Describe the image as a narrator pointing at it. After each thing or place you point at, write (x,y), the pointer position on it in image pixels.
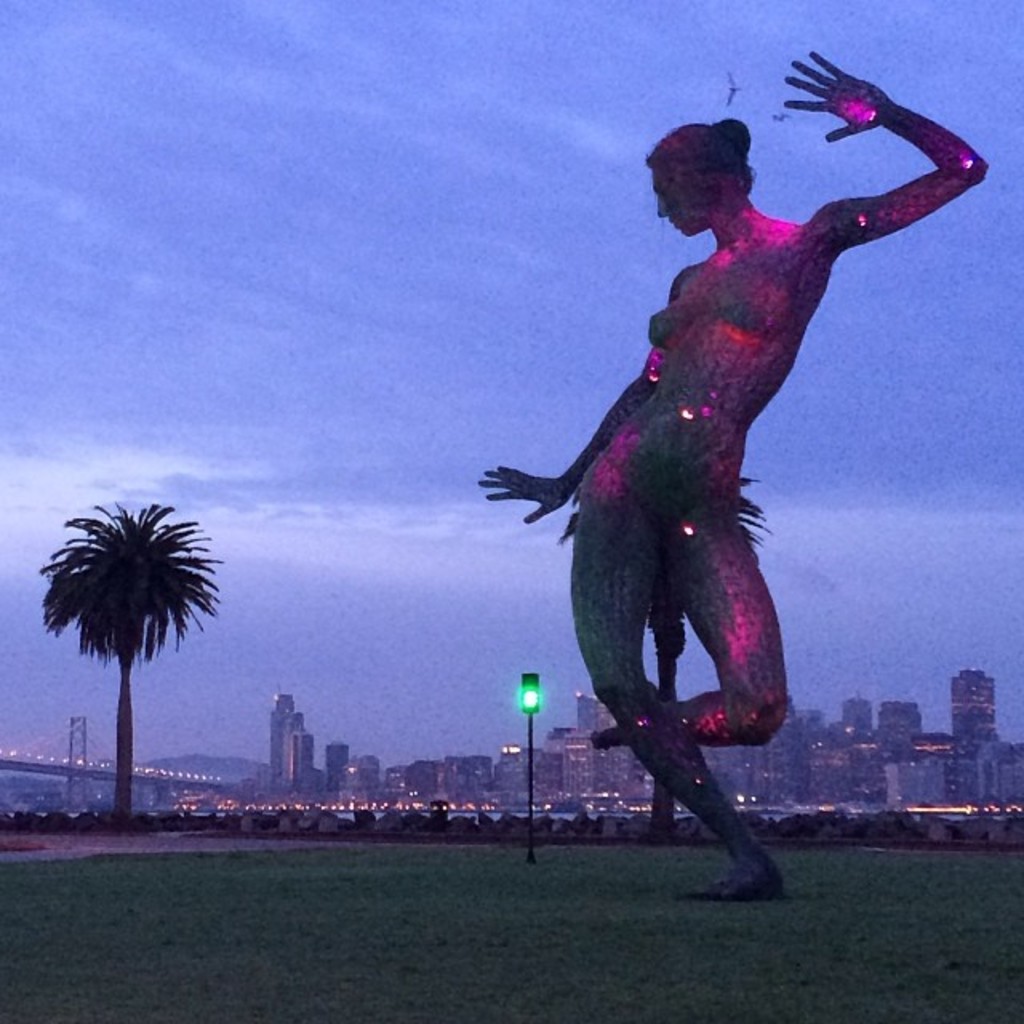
In this image there is a statue (591,557) on the grass surface (68,939), behind the statue (593,541) there is a traffic light (530,701) and a tree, in the background of the image (574,761) there are buildings (278,765) and a bridge (99,768).
